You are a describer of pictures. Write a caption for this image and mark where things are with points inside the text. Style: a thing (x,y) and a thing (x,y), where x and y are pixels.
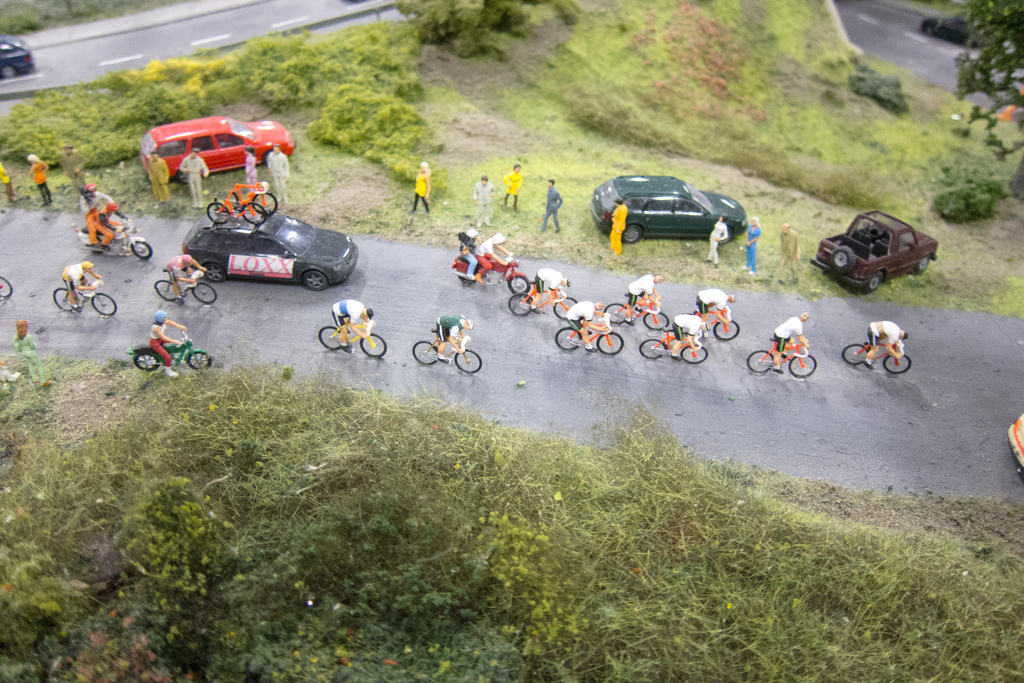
In this picture I can see there are few bicycles (364,321) and there are few people (364,321) riding the bicycles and there are cars (244,155), there are plants (503,524), grass (662,532).
